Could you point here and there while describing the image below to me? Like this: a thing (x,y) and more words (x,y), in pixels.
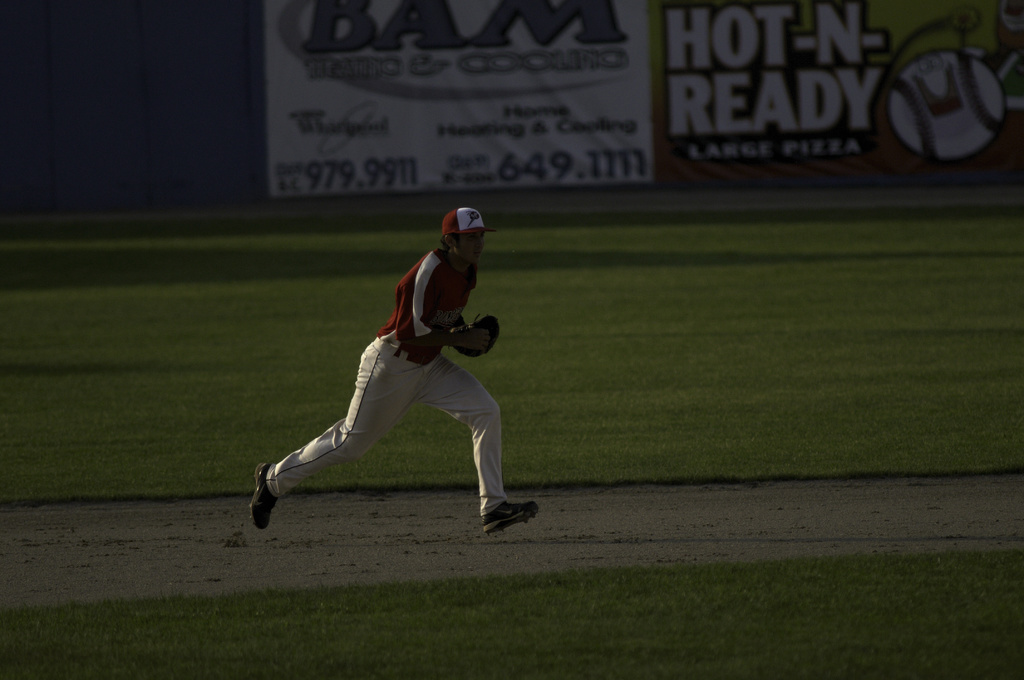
In this picture there is a man (418,292) in the center of the image (461,253), it seems to be he is running and there is grassland (723,236) and posters (594,76) in the image.
